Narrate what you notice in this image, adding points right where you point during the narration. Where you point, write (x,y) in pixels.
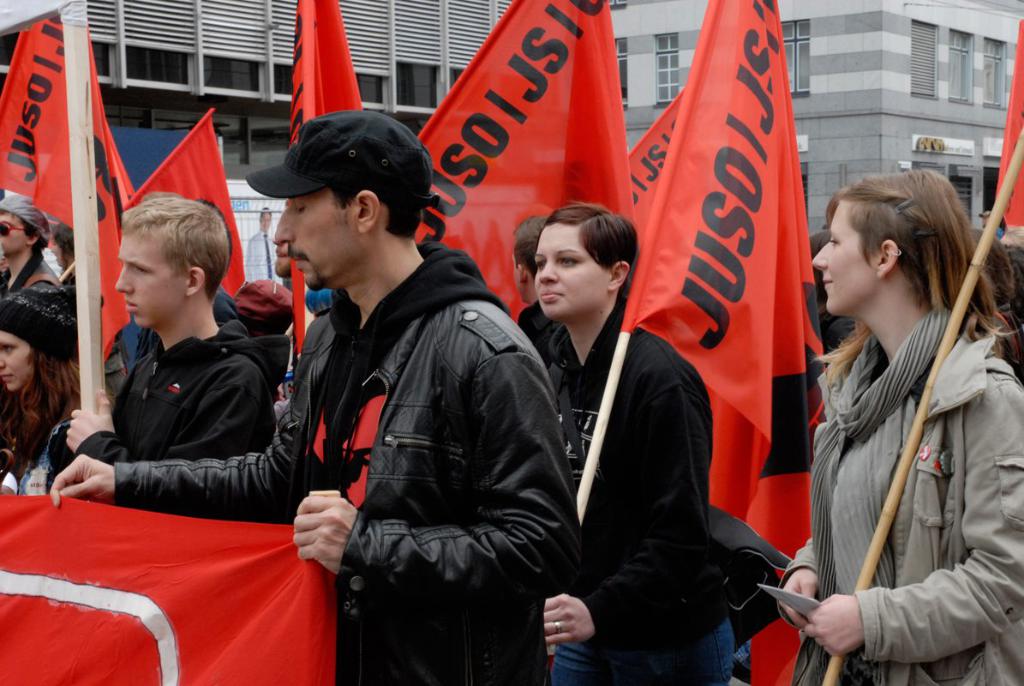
In this picture there is a man (364,340) who is wearing cap (336,149), jacket (489,380), t-shirt (344,458) and trouser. He is holding a red color cloth (143,526). On the right (945,259) there are two women (575,308) who are holding a flag (644,252). In the back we can see group of persons (4,235). On the top (995,181) we can see buildings (915,80). Here we can see banner (263,215).
